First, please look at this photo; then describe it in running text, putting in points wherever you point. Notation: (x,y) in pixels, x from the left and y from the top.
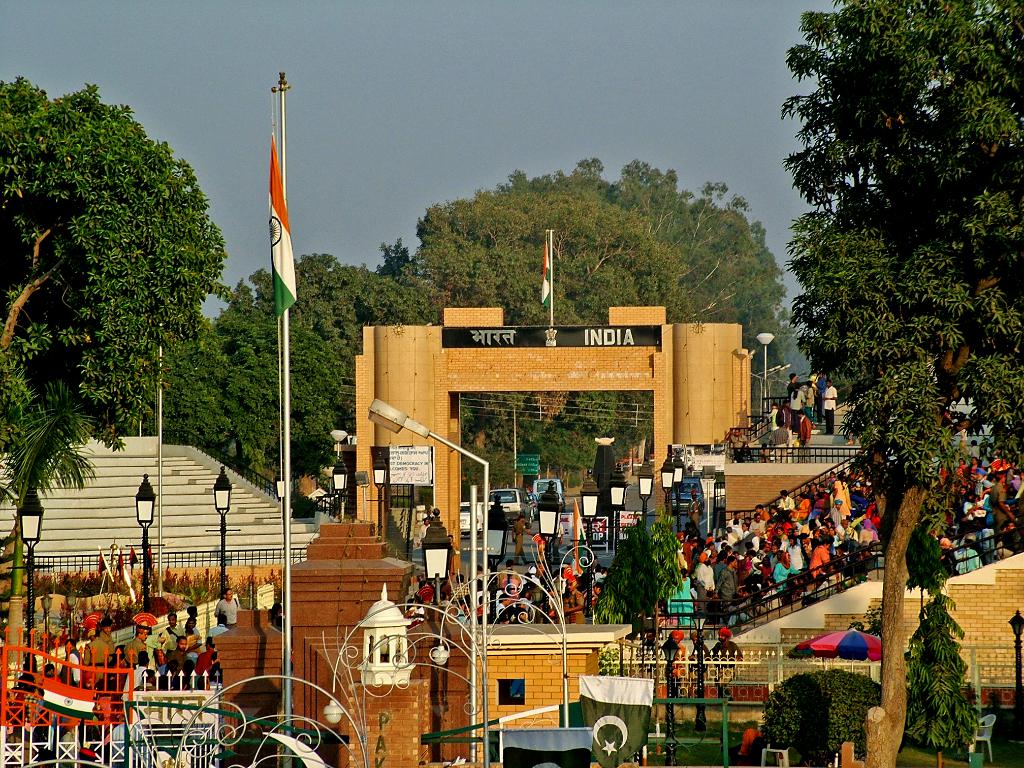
In this image we can see many people (747,586). There is the sky (595,84) in the image. There are few flags (644,707) in the image. There are few gates (228,742) in the image. There are staircases (98,517) in the image. There are many trees (645,592) and plants (651,574) in the image.
